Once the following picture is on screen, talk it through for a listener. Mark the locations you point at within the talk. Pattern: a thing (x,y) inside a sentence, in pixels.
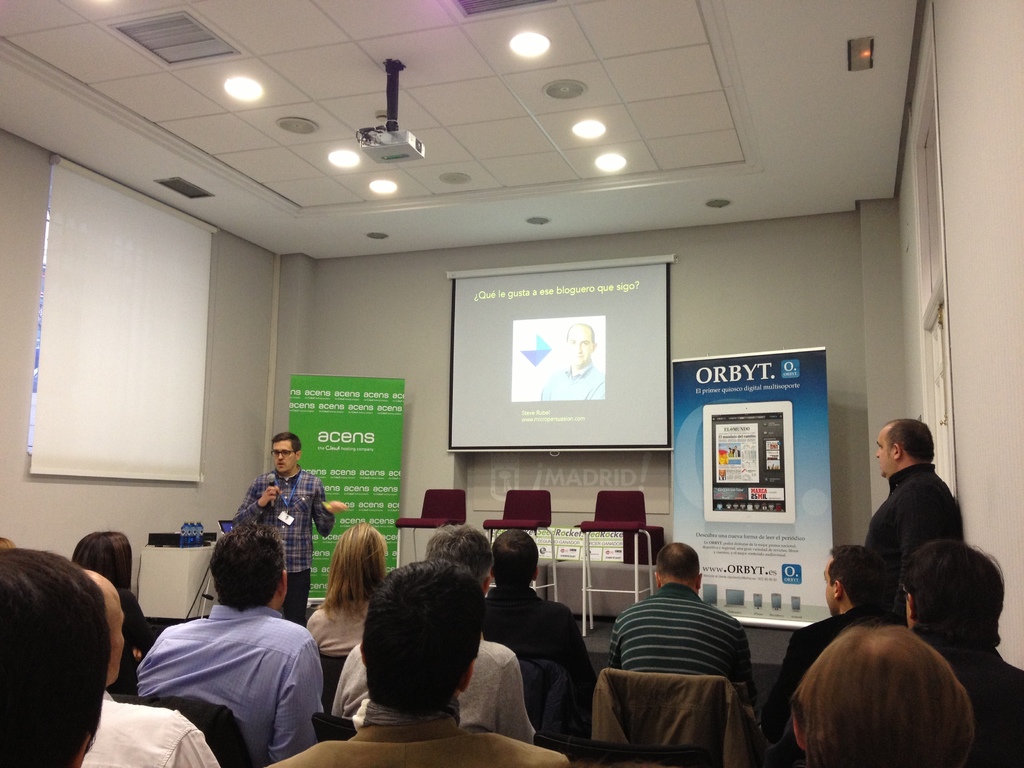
In this image we can see a person (280,505) standing and holding a microphone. And we can see some people (747,655) sitting. And we can see the screen (612,381). And we can see the poster boards (816,440). And we can see the chairs (639,518). And we can see the lights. And we can see the windows (922,308).
